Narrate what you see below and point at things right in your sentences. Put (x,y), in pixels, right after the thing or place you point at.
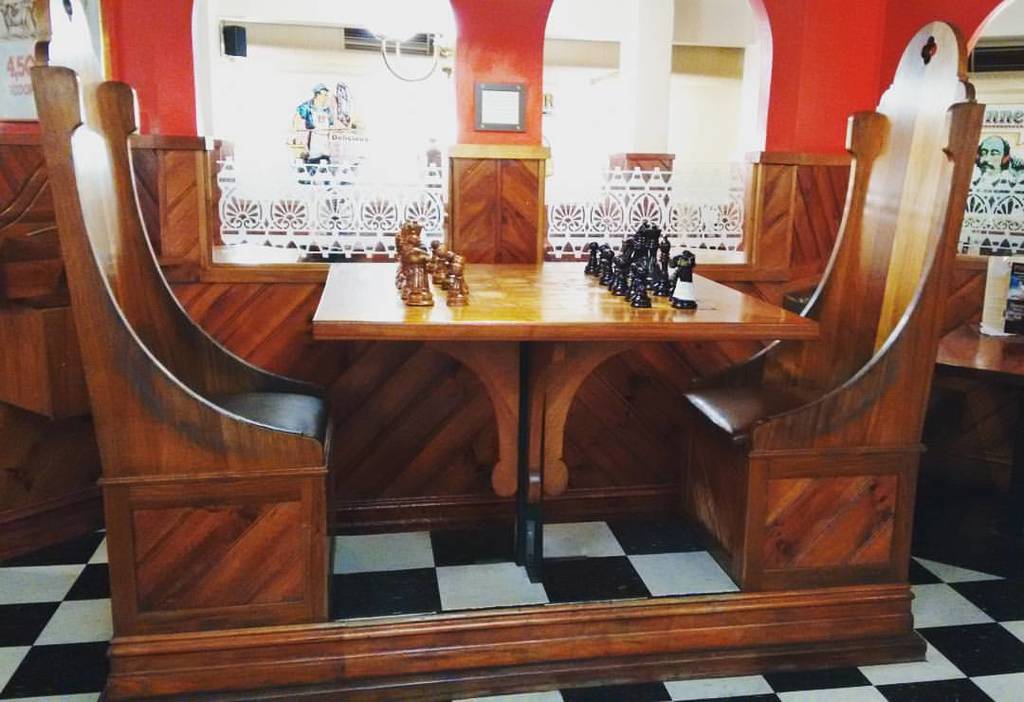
In the picture there is a table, on the table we can see chess coins (617,276), there are seats (54,99), there are glass windows (673,230) with design (682,242), there may be a light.
